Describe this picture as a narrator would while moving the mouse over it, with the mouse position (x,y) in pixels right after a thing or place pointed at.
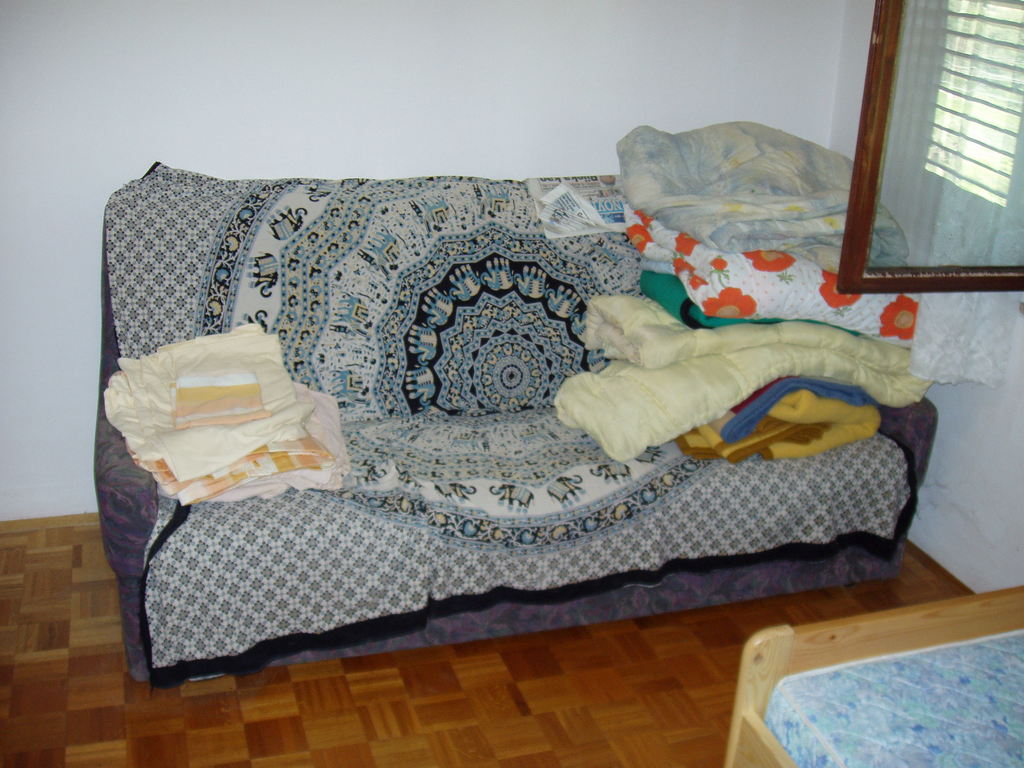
As we can see in the image there is white color wall (107,158), window (997,5), sofa (326,321), bed (981,640) and there are bed sheets (661,381).
